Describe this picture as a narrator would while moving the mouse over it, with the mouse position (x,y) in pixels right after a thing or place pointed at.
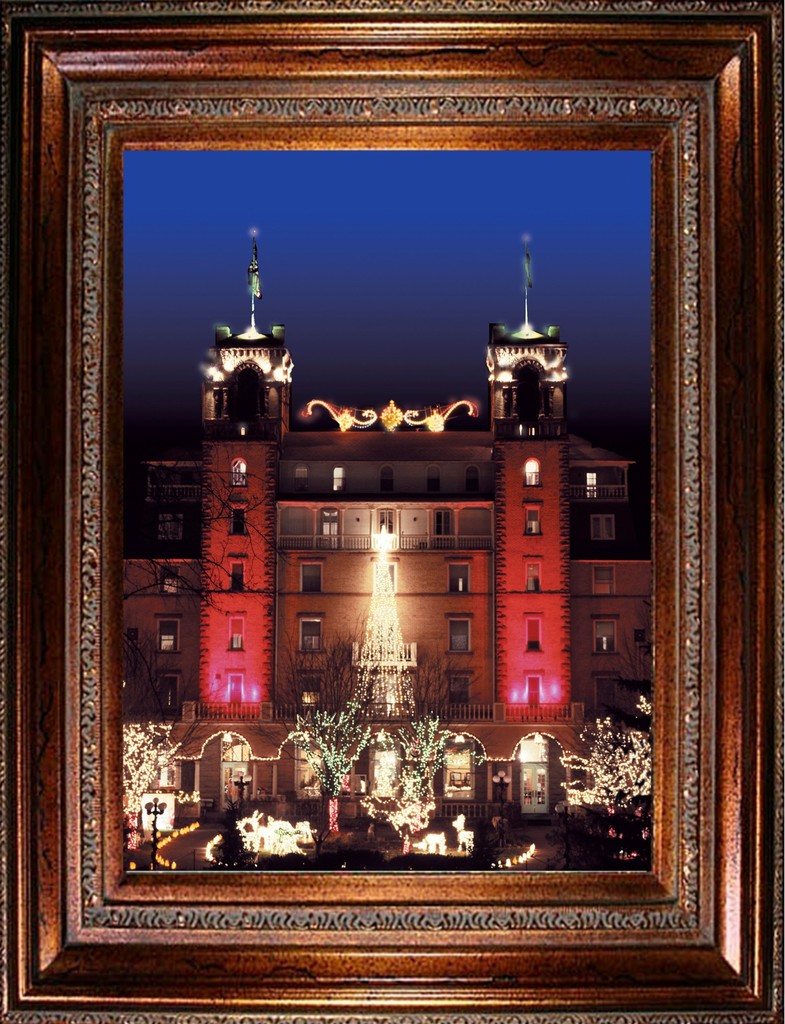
In this image I can see the photo frame (669,744) and in the photo (536,451) I can see a building (492,570) to which there are number of lights (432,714) attached and in the background (381,254) I can see the sky (349,258) and to the left side of the photo (210,405) I can see a tree (137,742).
